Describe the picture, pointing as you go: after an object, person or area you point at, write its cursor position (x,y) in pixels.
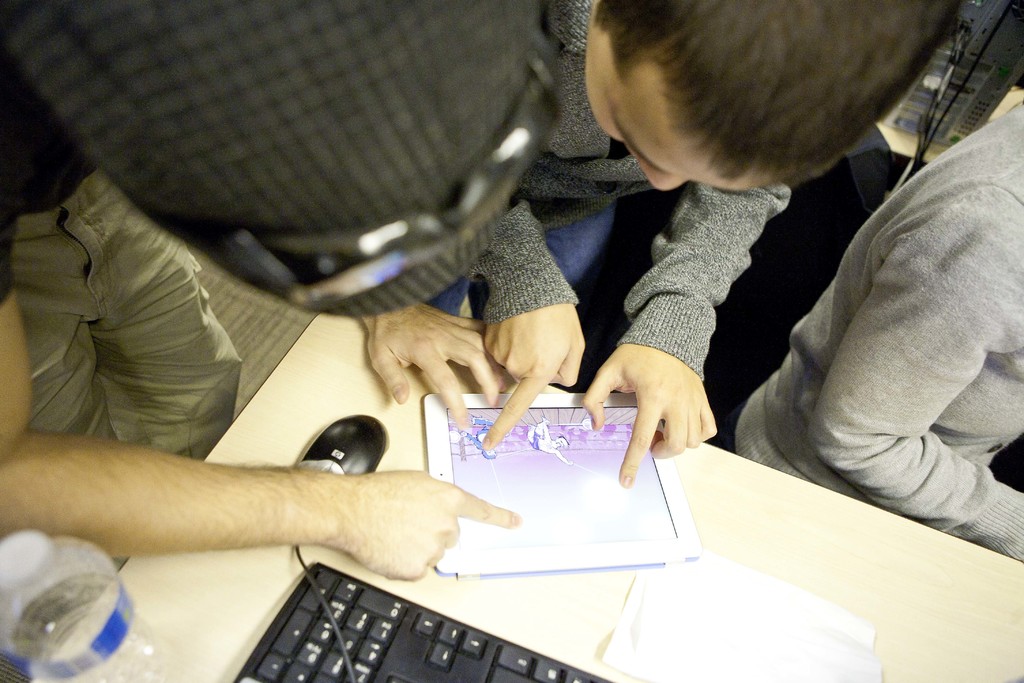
In this picture there are people (847,147) and we can see gadget (582,507), mouse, bottle (89,622), cable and paper (654,654) on the table (903,600). In the background of the image (919,96) we can see device (946,122).
